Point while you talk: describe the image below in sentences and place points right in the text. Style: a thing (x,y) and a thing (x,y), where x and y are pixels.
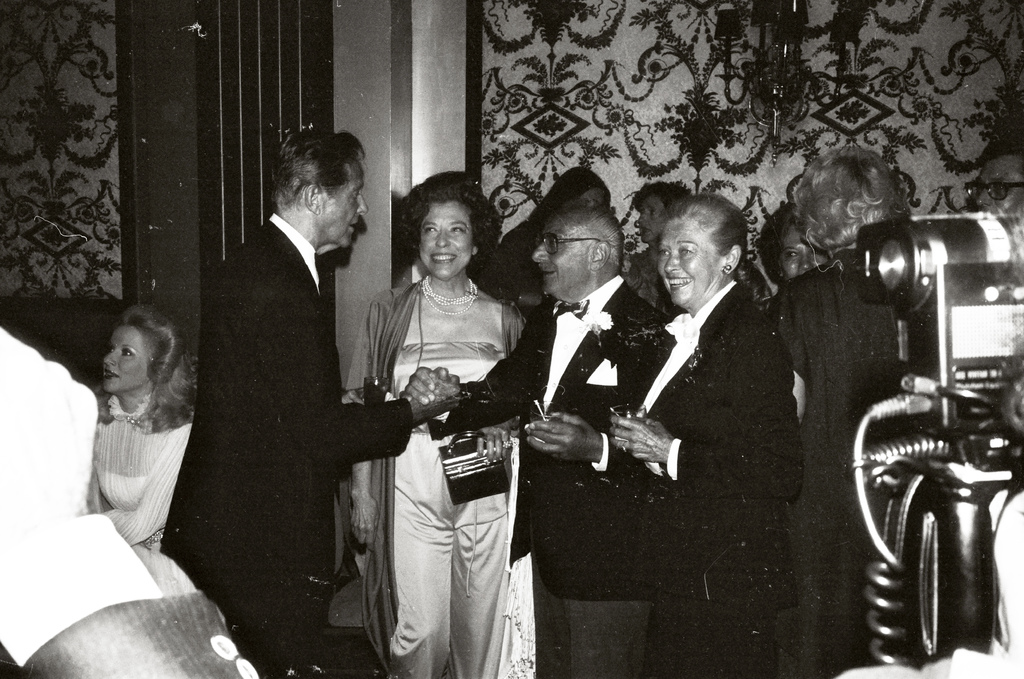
In this image there is an old photograph (375,385) of a few people (445,300) standing with a smile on their face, on the right of the image (936,458) there is an electronic device (919,365), to the left of the image (177,413) there is a woman (101,439) seated in a chair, behind the people (511,354) there is a lamp (778,120) on the wall (712,124).
